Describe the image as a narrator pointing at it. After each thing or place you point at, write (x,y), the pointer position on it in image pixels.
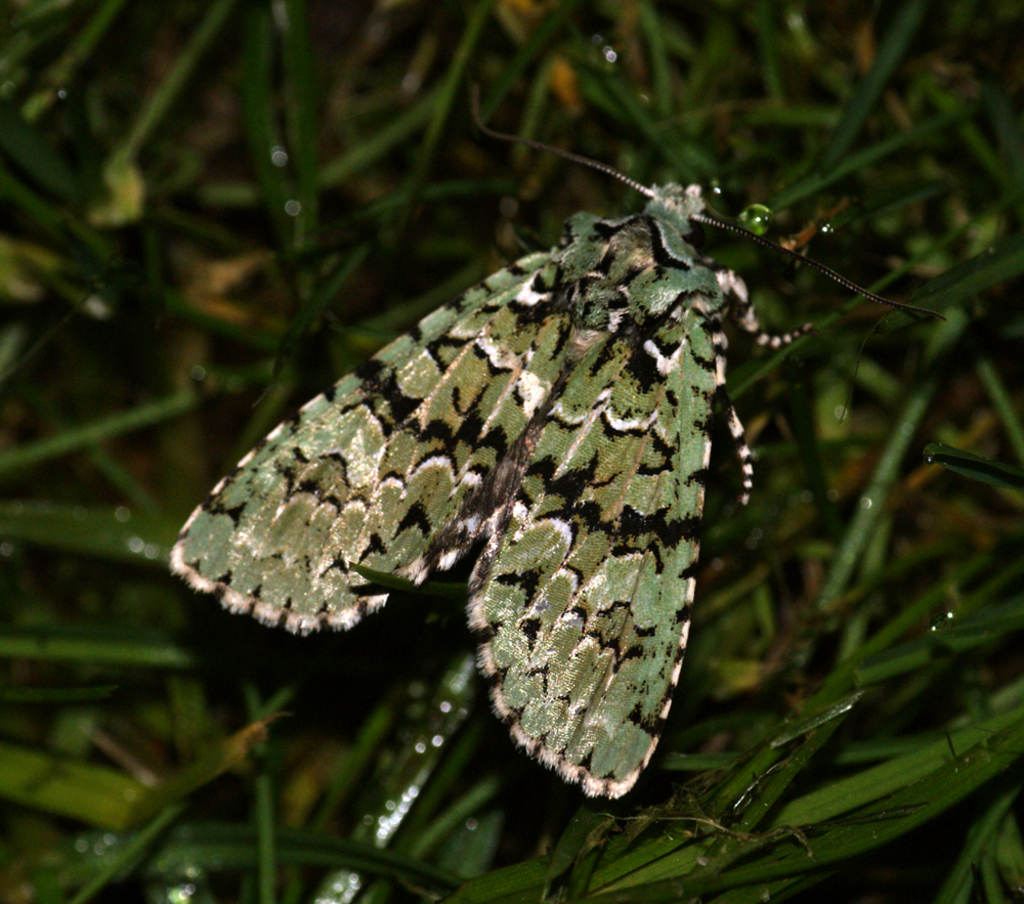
In this picture we can see a moth (369,589) sitting on green grass (188,738).
